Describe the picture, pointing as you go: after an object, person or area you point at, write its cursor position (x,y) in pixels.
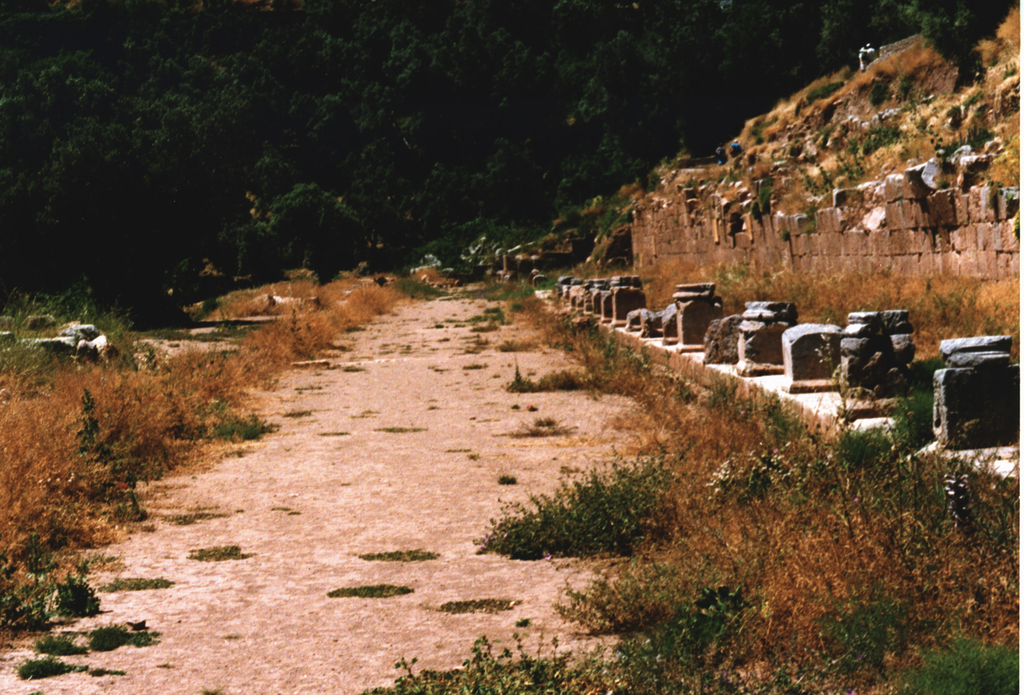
In this picture we can observe some plants (245,381) on the ground (450,408). There are some stones (774,329) on the right side (797,334). In the background (375,151) there are trees (556,104) and a hill (906,144).
